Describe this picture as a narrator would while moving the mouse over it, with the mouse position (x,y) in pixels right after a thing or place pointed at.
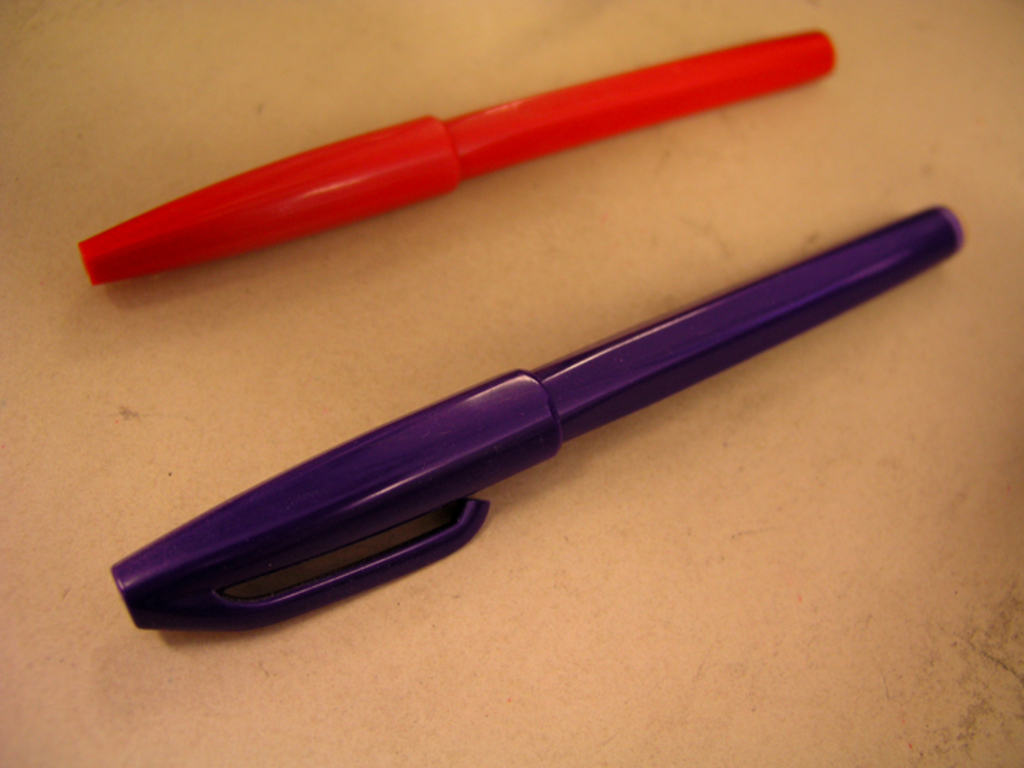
As we can see in the image, there are two pens (495,123). This pen (518,151) is in orange color and this pen (534,440) is in purple color.
